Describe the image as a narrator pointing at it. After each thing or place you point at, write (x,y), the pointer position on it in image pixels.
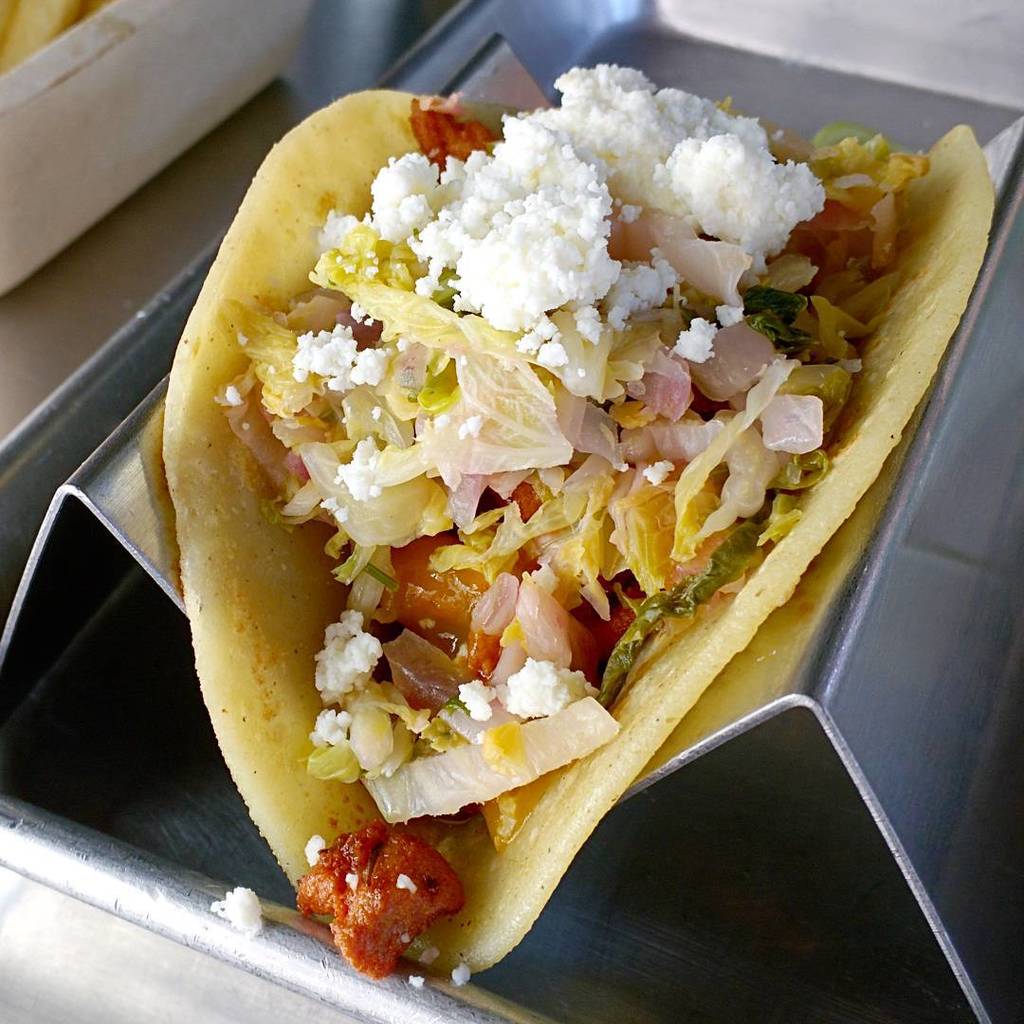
In this image we can see some food (631,539). There is an object (856,718) below the food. There is an object (106,82) at the left top most of the image (87,89).
